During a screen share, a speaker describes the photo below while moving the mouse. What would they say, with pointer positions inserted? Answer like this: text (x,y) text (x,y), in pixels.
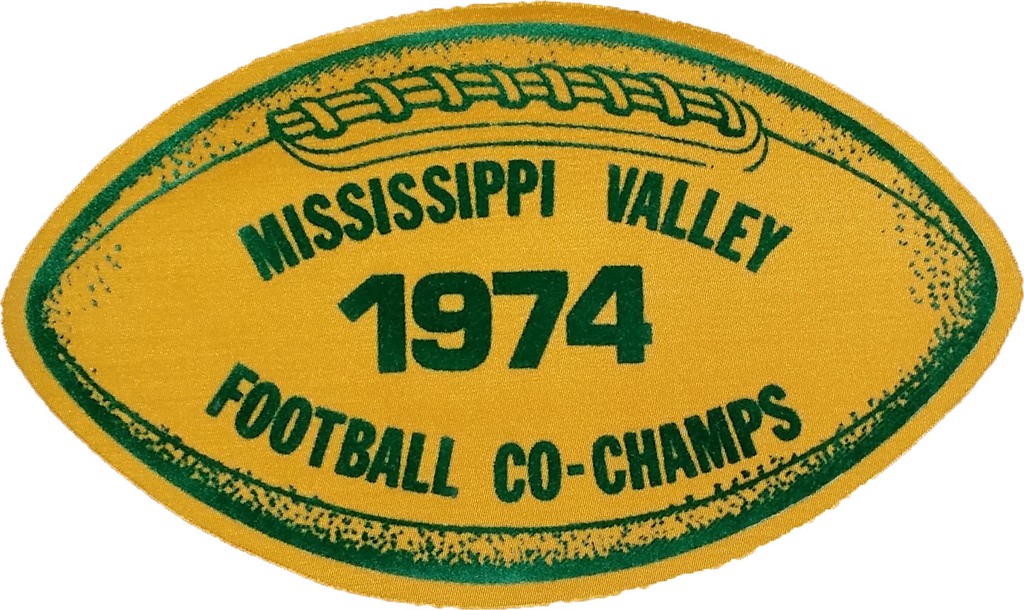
This image consists of a poster (596,396) with an image (619,113) of a ball (441,188) and a text (690,472) on it.
